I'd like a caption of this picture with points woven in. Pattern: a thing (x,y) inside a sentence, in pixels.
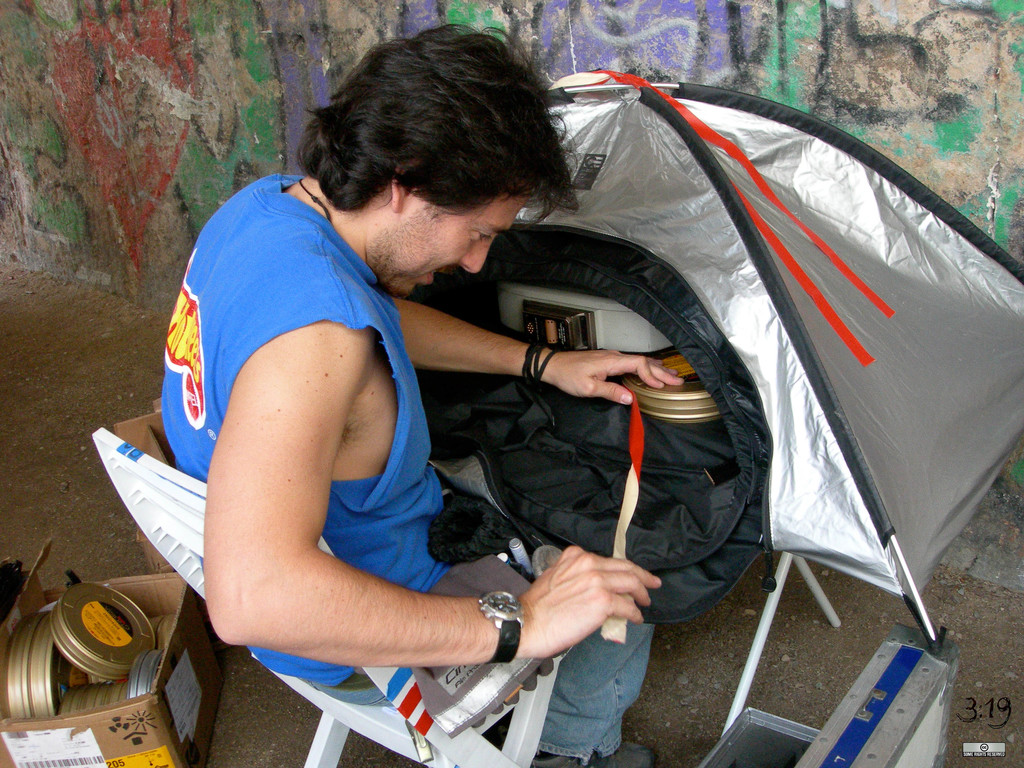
In this image I can see a person (552,752) sitting on the chair (513,740). The person (415,546) is wearing blue shirt (415,546), blue pant (557,704) and holding some object (644,405). Background (293,120) I can see a wall (201,113) in multi color.
